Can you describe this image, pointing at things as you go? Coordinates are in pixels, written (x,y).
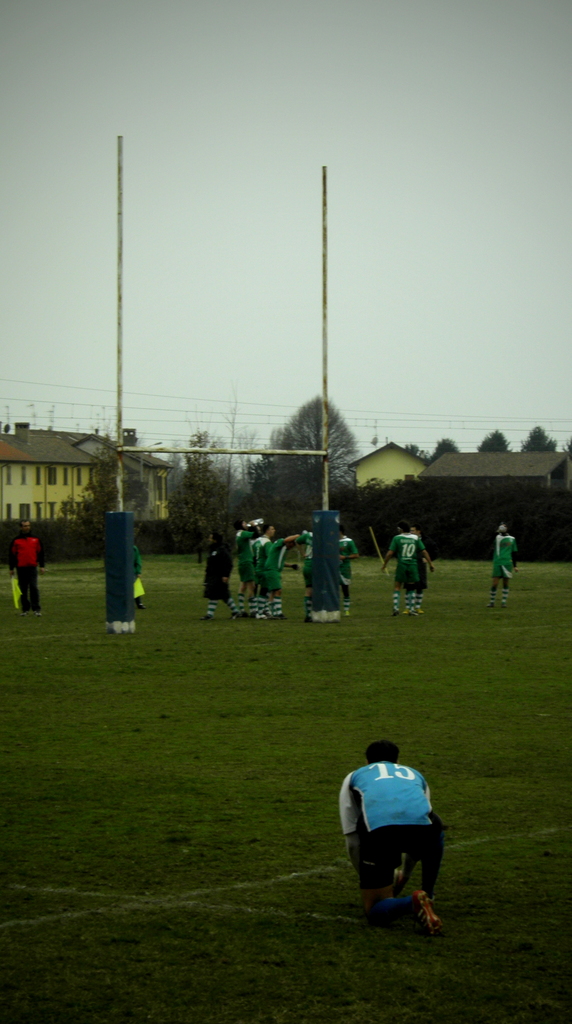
This is the picture of a place where we have a person (353,818) on the grass floor (502,843) and also we can see some other people (205,591), goal posts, houses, wires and some trees (97,524) around.
